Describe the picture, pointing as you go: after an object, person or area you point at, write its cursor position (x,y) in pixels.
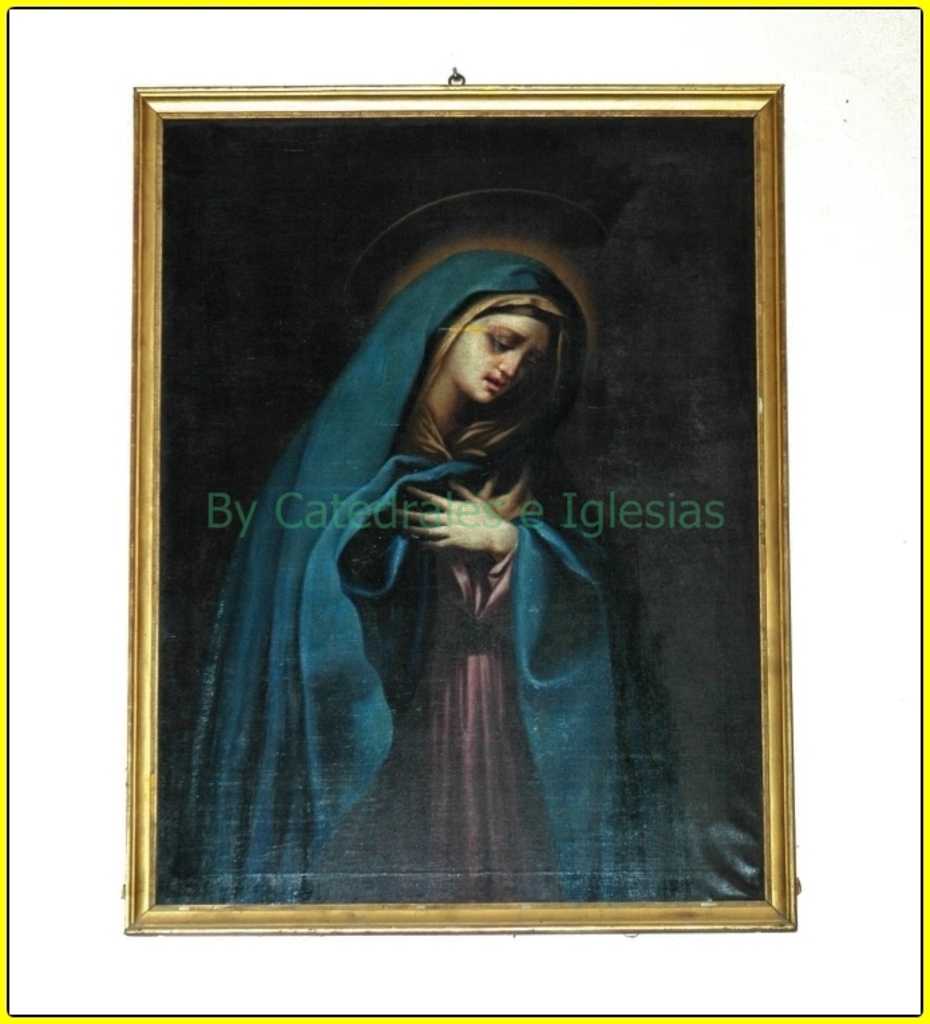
In the center of the picture (578,435) there is a frame (430,388), in the frame (418,493) there is a person (413,575). In the center of the picture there is text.
